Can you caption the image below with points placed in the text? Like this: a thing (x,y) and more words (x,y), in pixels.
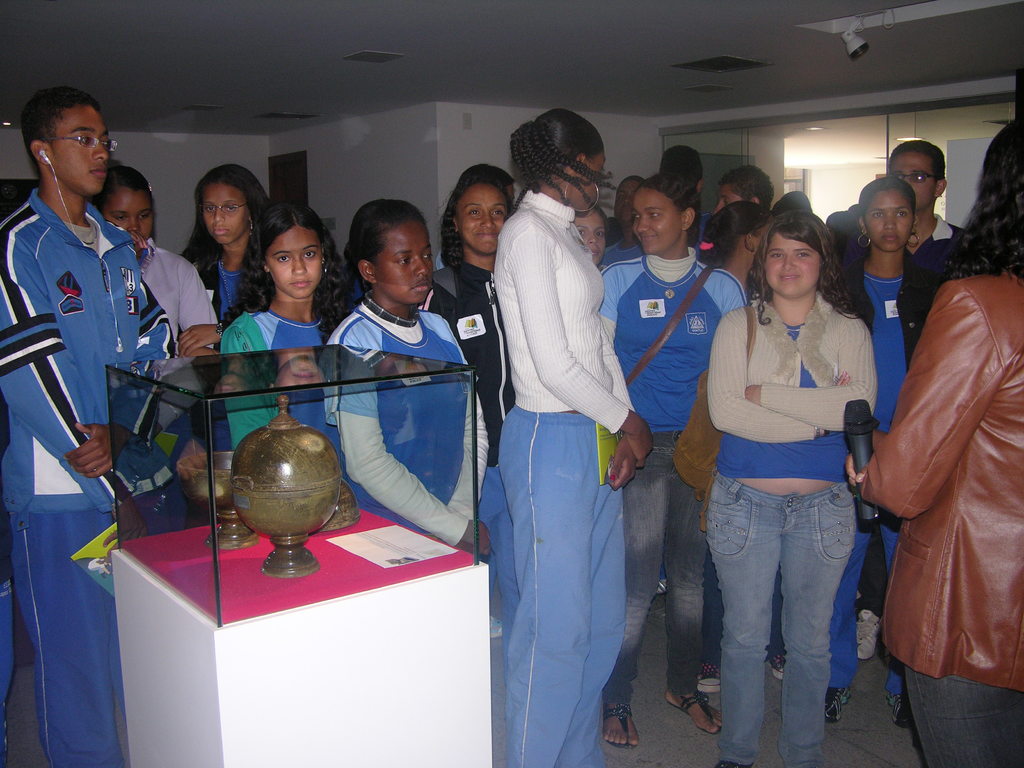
In the picture there are many people (109,214) standing, there is a table (483,745), on the table (379,521) there are some items (356,516) present in a glass box (371,508), beside there is a door (898,142) present.
